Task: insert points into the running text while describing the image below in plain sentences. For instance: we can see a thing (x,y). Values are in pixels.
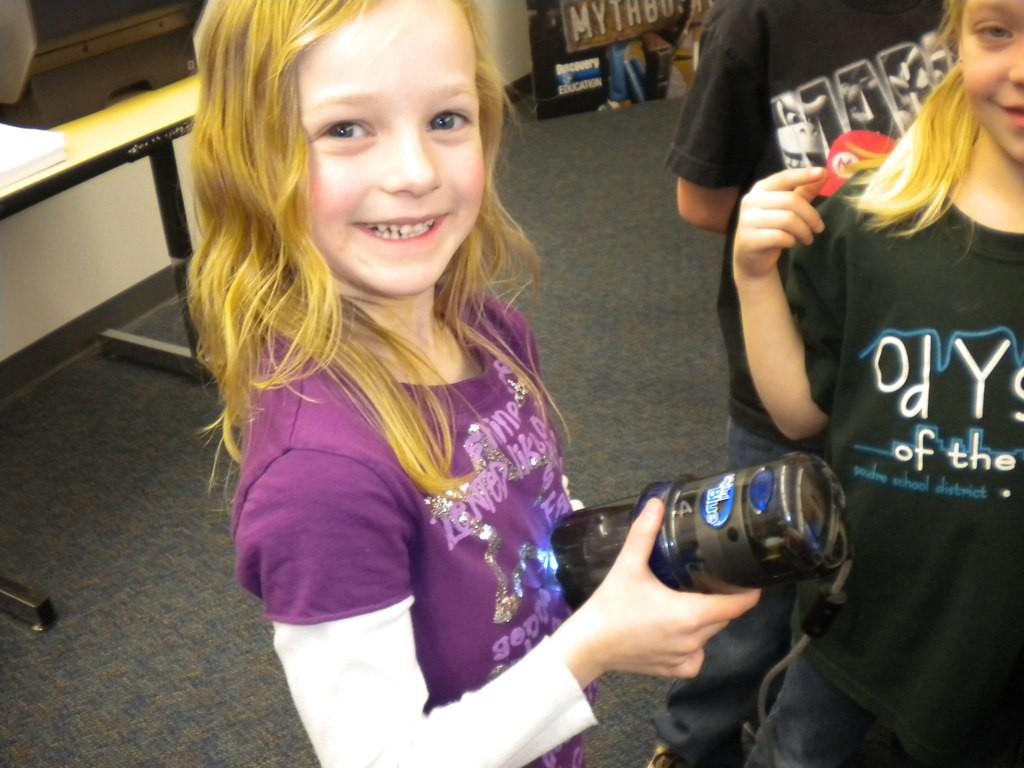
In this picture there is a small girl (496,600) in the center of the image (374,386), by holding a device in her hands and there are other children (958,496) and there is a table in the top left side of the image (116,138).
